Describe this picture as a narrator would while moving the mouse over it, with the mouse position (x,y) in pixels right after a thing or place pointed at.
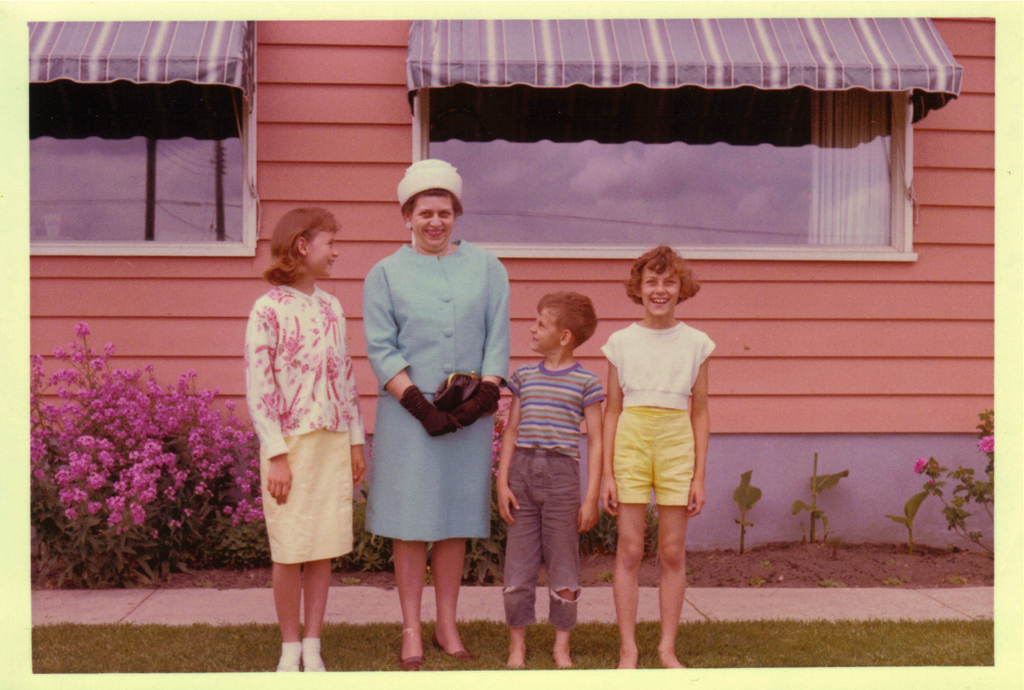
In this image there is a woman (431,409) who is standing on the ground (472,641). Beside the women (392,398) there are three kids (671,456). In the background (348,156) there is a building (311,94) with the glass windows (583,129). On the left side (127,457) there are flower plants (167,519) on the ground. On the ground (150,643) there is grass (167,643).
